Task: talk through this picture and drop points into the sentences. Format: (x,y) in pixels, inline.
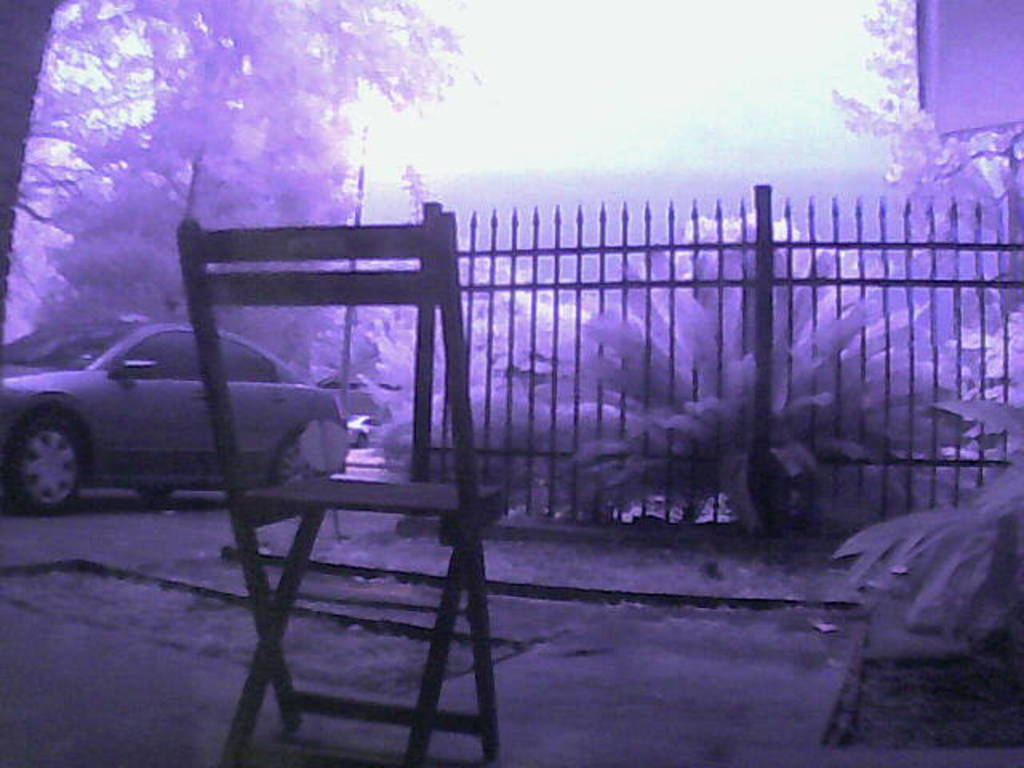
There is chair (459,579). In front of it, there is a grass (568,546), fencing (790,380), plant (844,316), trees (932,148) and sky (487,166). On the left hand side of the image (208,408), there is a car (178,415) on the road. backside of the car (344,424), there is another car (354,433) and a pole (347,368).
